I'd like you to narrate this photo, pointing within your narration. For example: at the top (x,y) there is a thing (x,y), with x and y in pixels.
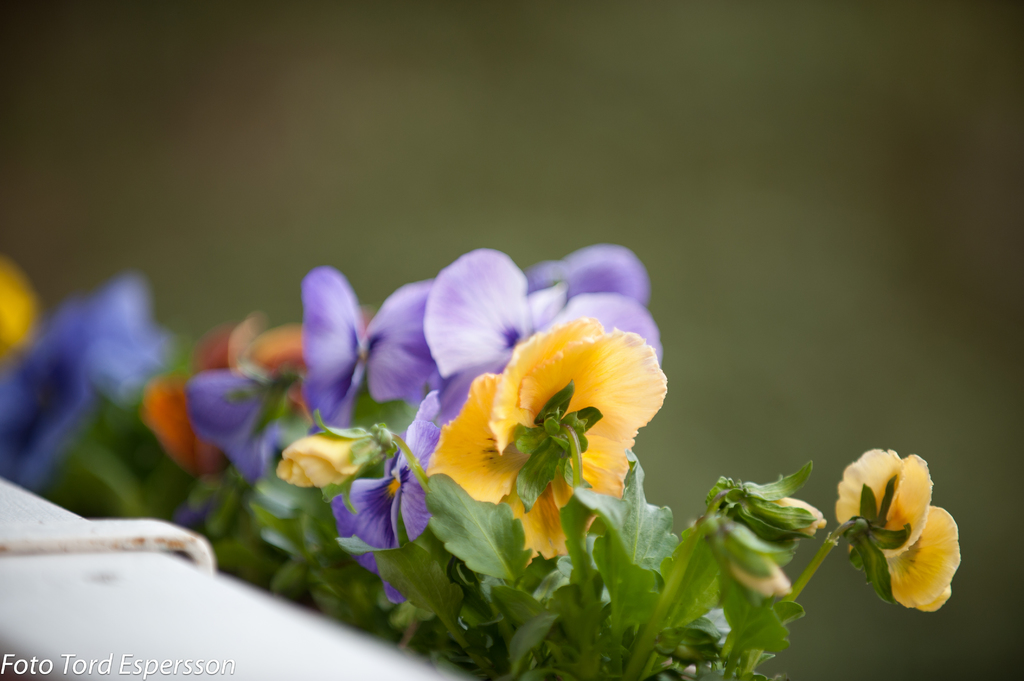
In this image I can see different colors of flowers (499,443) and green colour leaves (567,511) in the front (442,577). On the bottom left side of the image (234,673) I can see a watermark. I can also see a white colour thing (275,649) on the bottom left side (124,531) and I can see this image is little bit blurry.
